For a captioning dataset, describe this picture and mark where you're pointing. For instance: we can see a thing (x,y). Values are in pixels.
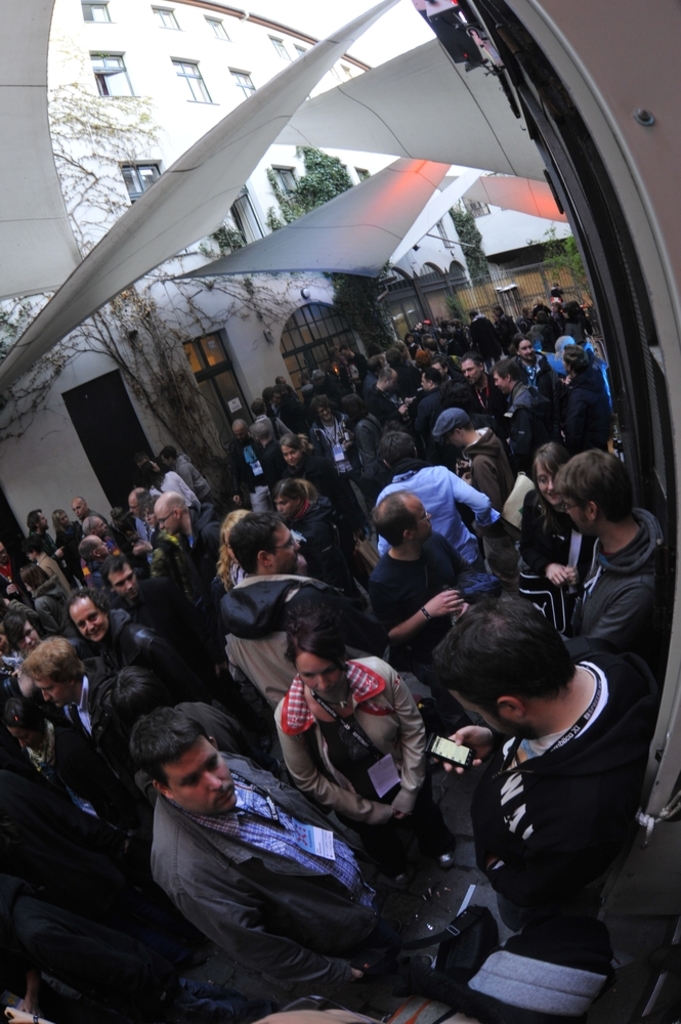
In this image we can see so many people (410,480) are standing. Background of the image (136,178) white color building (195,109) is there and trees (308,160) are present.
